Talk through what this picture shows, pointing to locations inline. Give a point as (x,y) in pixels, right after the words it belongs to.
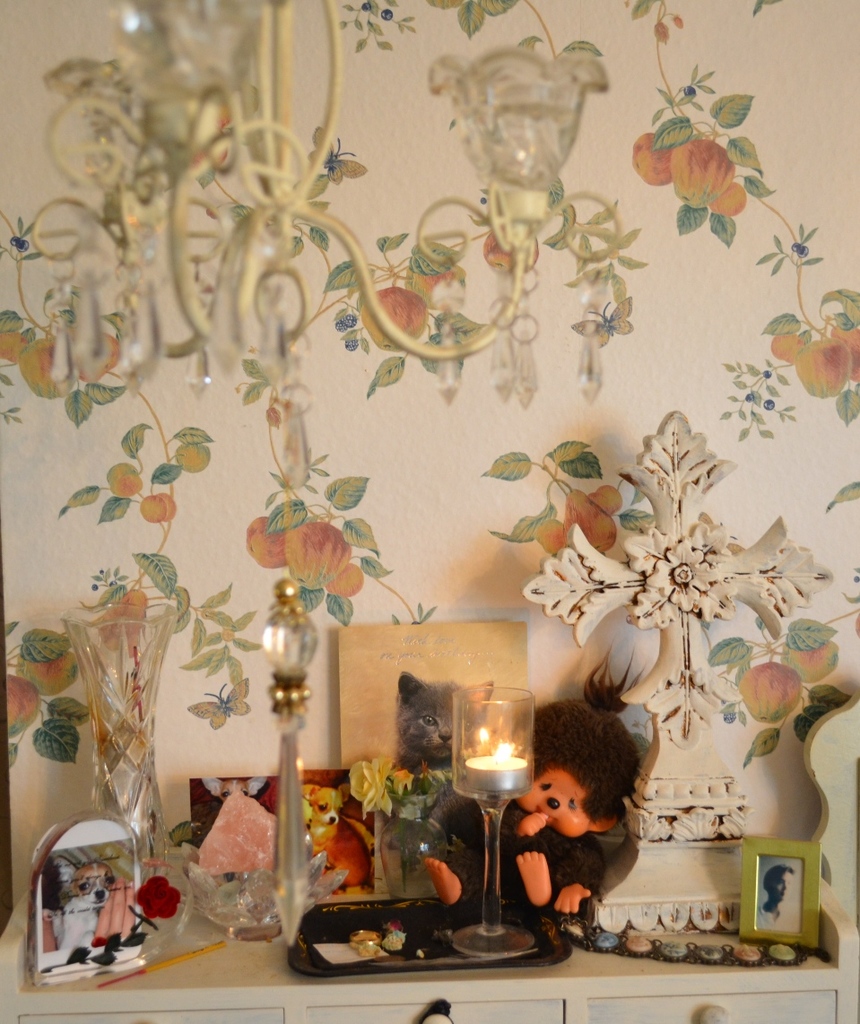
In this image there is a table (274,997), on that table (821,992) there are toys (437,862) and a candle (492,862), in the background (165,768) there is a wall (756,458) at the top (287,259) there is a chandelier (280,250).
